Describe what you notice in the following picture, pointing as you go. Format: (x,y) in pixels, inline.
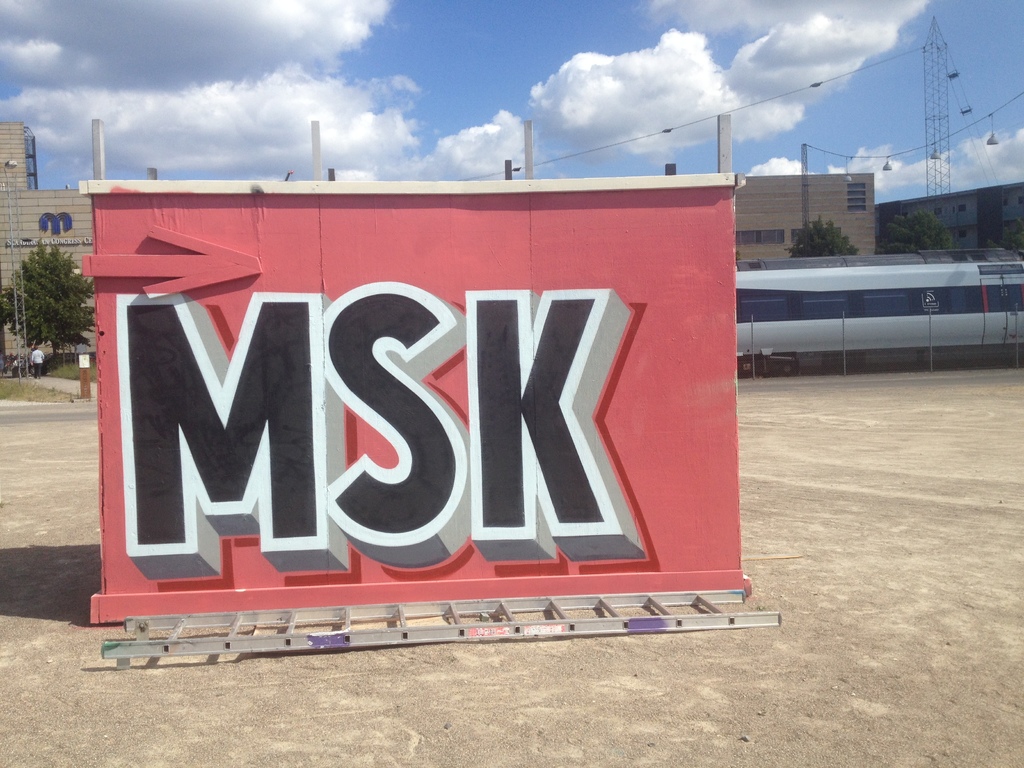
In this picture there is a sign board (414,420) in the center of the image (634,445), there is a ladder (454,629) in front of it, on the floor (31,437) and there are buildings (32,181) and trees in the background area of the image (7,240), there is a tower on the right side of the image (935,130) and there is a train (961,255) in the background area of the image (958,275).
